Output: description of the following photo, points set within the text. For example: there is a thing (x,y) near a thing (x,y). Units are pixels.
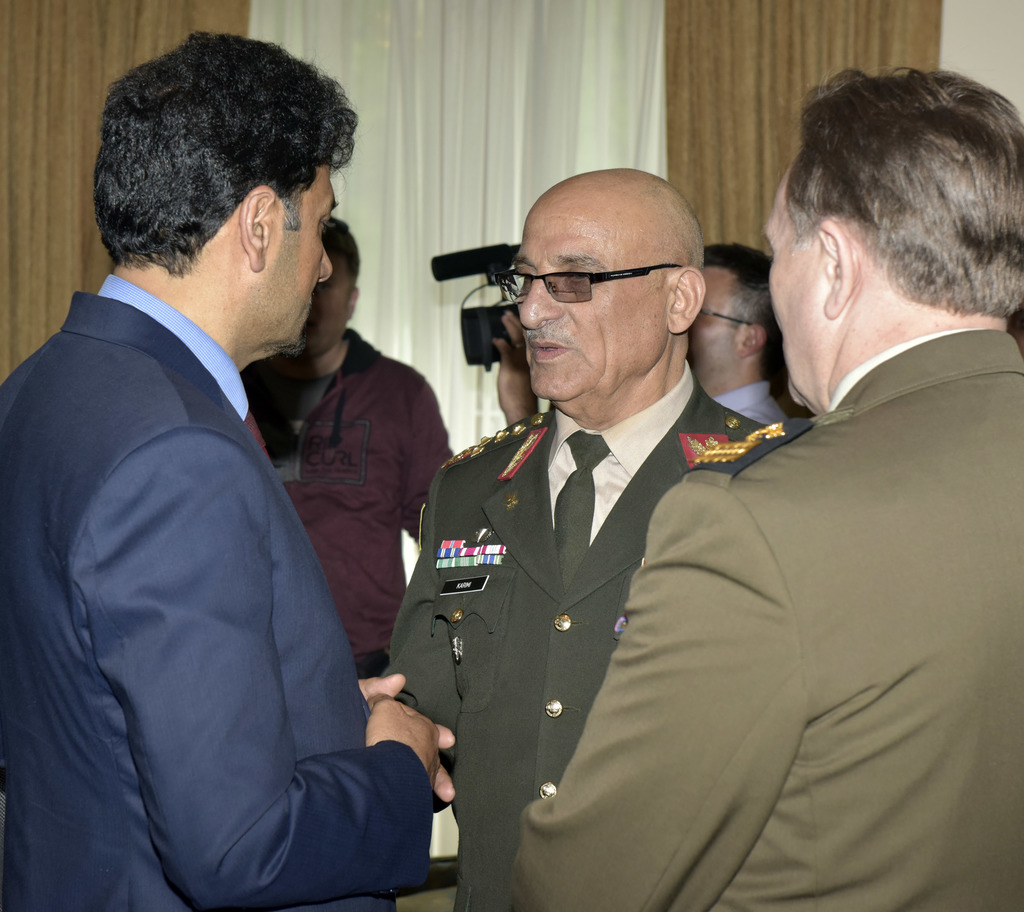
In this image I can see there few persons (579,514) in the middle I can see a person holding a camera (466,251) and at the top (570,54) I can see a white color curtain (509,99).
